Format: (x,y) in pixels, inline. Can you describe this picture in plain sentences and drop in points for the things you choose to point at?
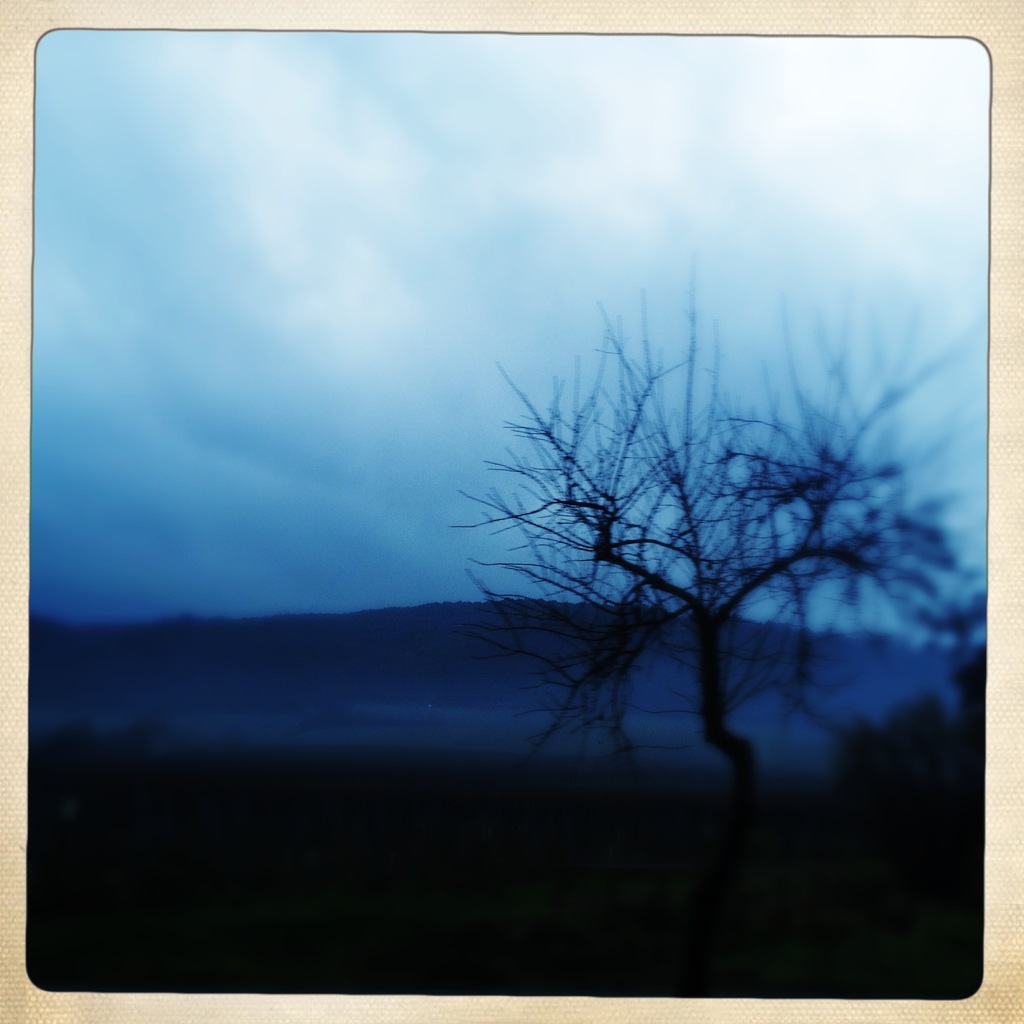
This image has borders (26,884). In the center of the image (610,521) there is a tree (595,605). In the background of the image (540,600) there are mountains (603,624). At the bottom of the image (464,875) there is grass (320,903).
